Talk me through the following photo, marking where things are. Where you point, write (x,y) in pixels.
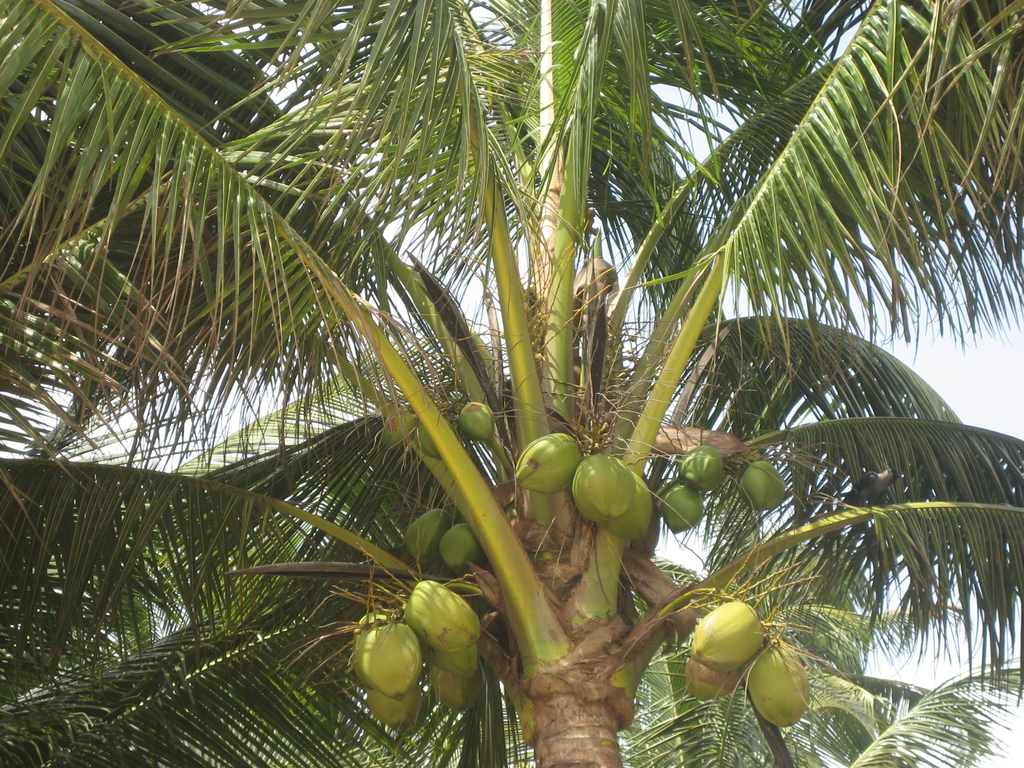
In this image we can see there is a coconut tree (525,434).
